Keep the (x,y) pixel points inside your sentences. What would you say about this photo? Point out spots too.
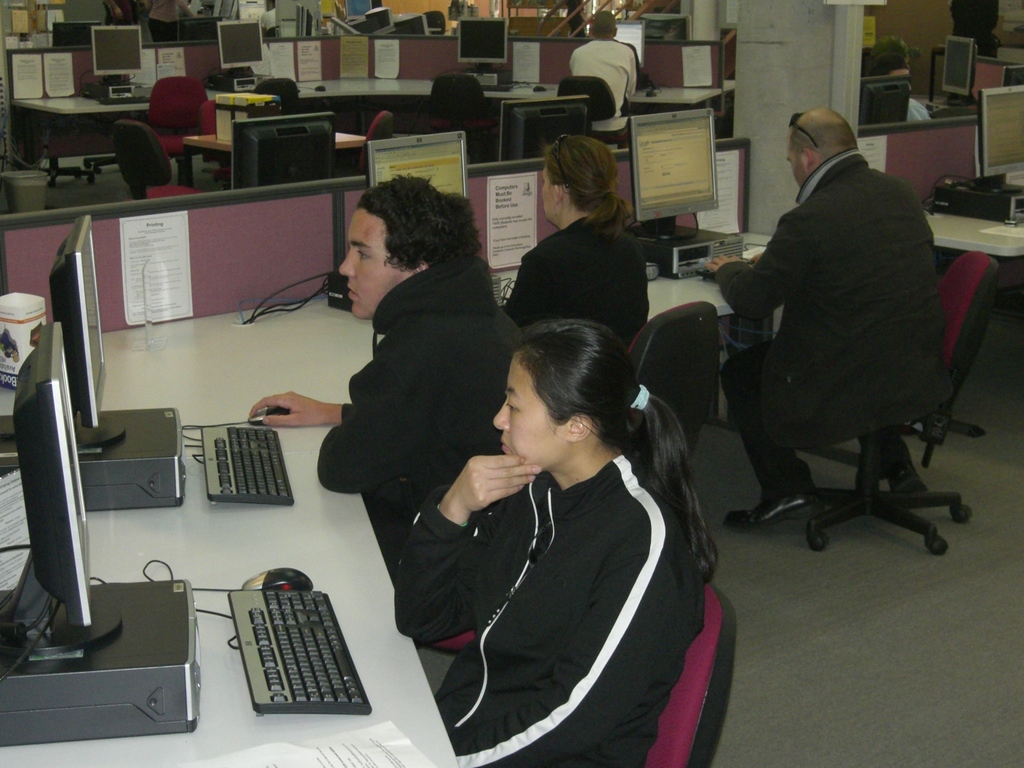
People (595,351) are sitting on chair (700,712) seeing computer (178,594) which is on the desk (396,718).
